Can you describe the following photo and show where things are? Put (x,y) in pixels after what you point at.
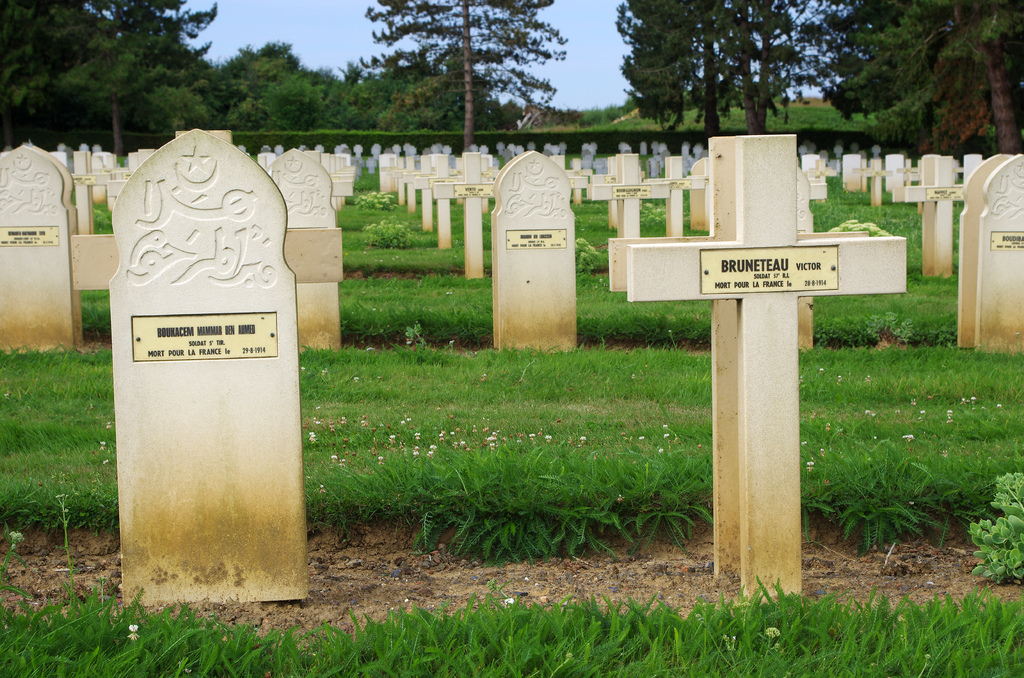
In the foreground of this image (583,382), there are headstones (412,204) on the ground (609,477) and we can also see grass (587,432). In the background (451,77), there are trees (643,27) and the sky (586,45).
